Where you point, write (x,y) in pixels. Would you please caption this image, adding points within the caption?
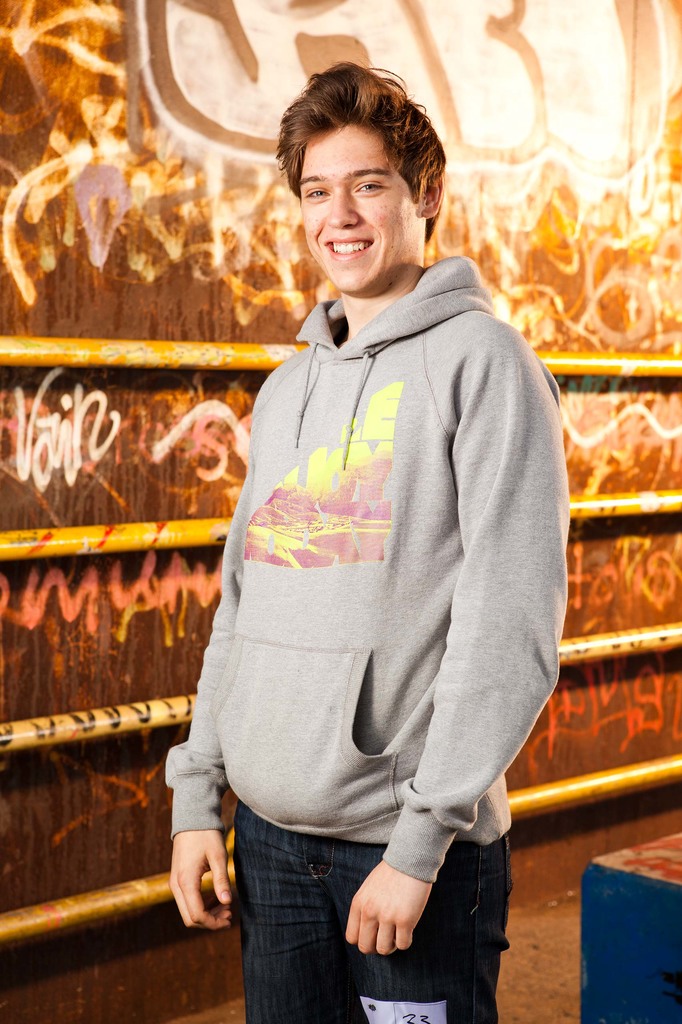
In this image, we can see a person (359,525) standing. In the background (181,296), we can see the wall (220,290) with some design (194,49) and some objects (37,338) attached to it. We can also see an object (620,871) on the bottom right corner (621,992).
